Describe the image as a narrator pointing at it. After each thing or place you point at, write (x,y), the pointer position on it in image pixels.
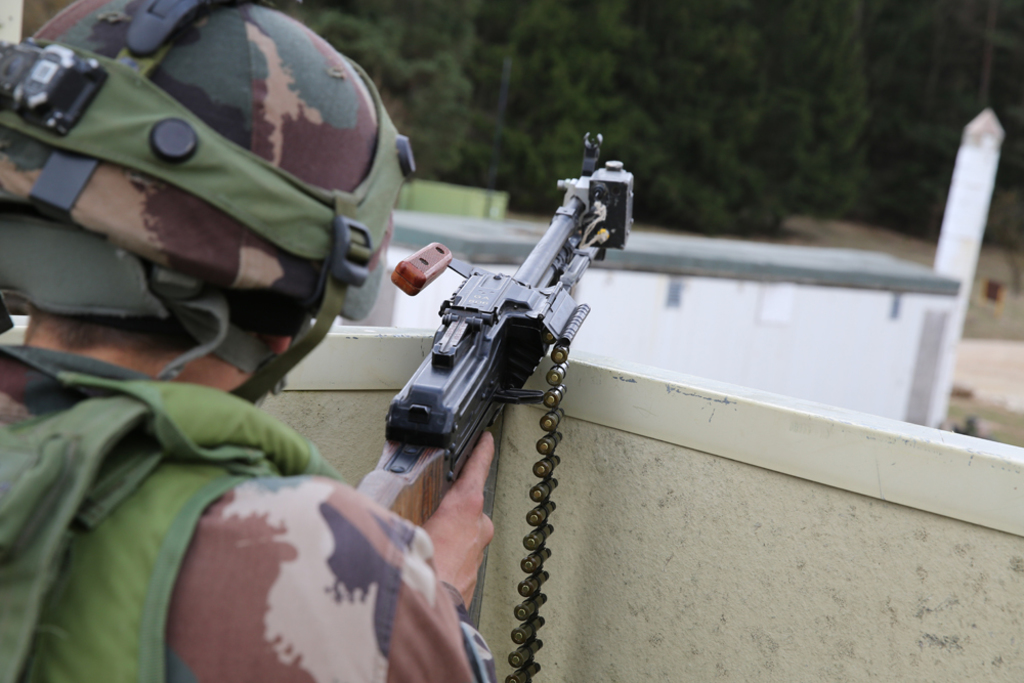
In this image we can see a person (176,368) wearing helmet (249,230) is holding a gun (453,342). In the back (693,285) there is a wall (697,326). Also there are trees (616,92).
